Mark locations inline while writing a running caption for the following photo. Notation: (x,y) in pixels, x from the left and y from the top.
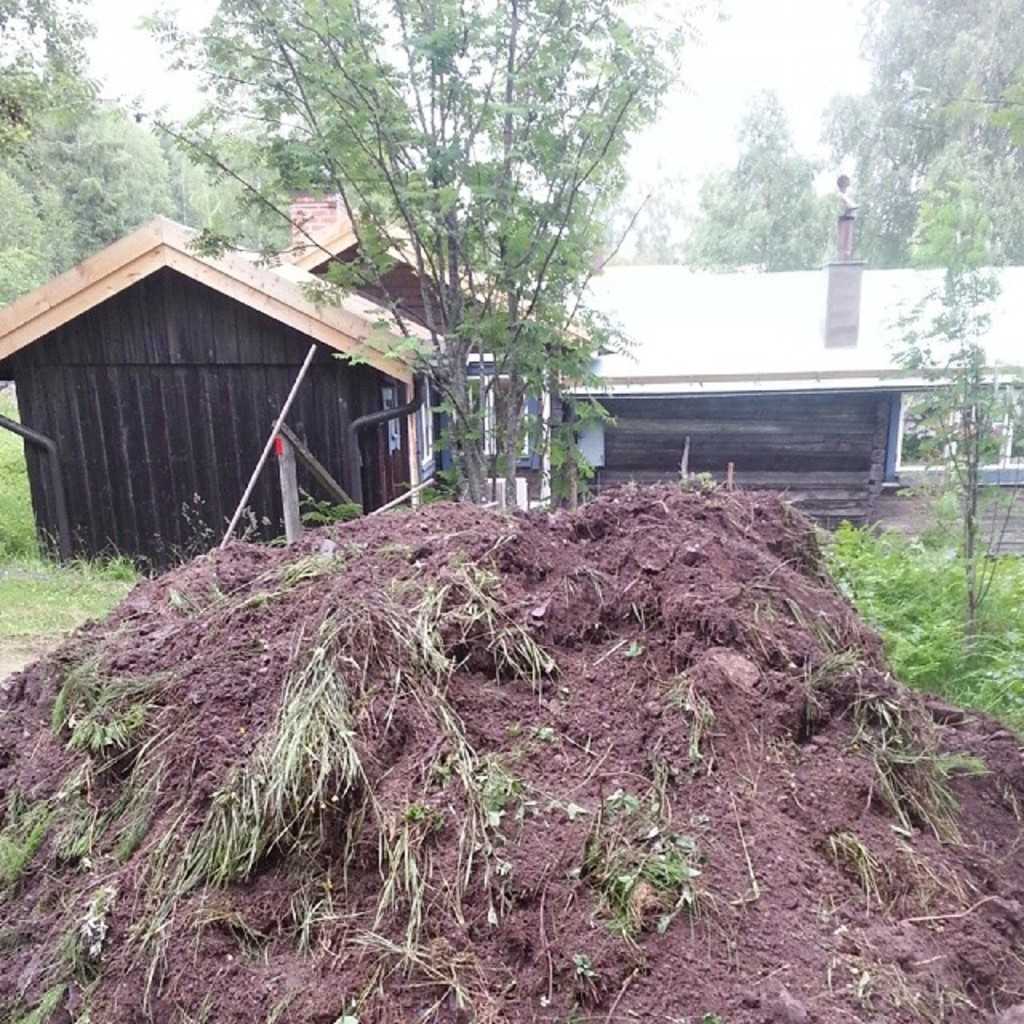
In the center of the image (437,451) we can see sheds (778,287), chimney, window (914,430), wall (829,455). In the background of the image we can see trees (547,353). At the bottom of the image (572,740) we can see some plants (982,690), mud (396,598), ground (51,608). At the top of the image (152,76) we can see the sky (165,62).
